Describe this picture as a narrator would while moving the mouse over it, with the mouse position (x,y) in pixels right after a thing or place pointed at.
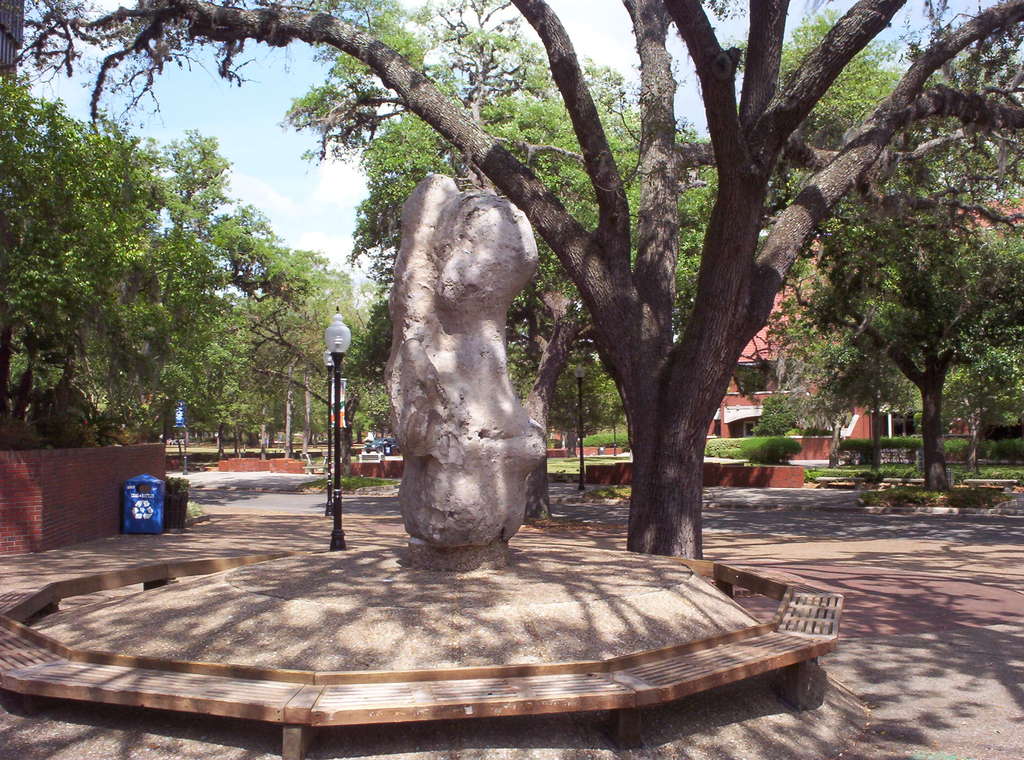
In this image I can see a sculpture (471,486) in the middle (444,344), behind that there are so many trees (980,306), poles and building (869,430).
